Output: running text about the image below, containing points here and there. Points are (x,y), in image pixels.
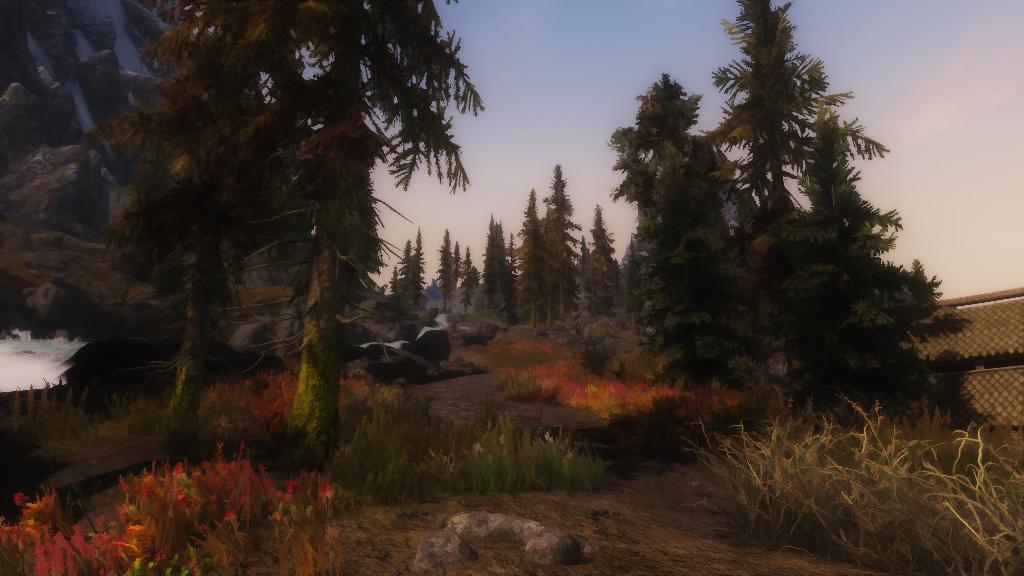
In this picture we can see a beautiful view of the nature scene. In front (669,132) we can see many huge trees (575,257) and in front (442,541) bottom side we can see small stone (446,559).
